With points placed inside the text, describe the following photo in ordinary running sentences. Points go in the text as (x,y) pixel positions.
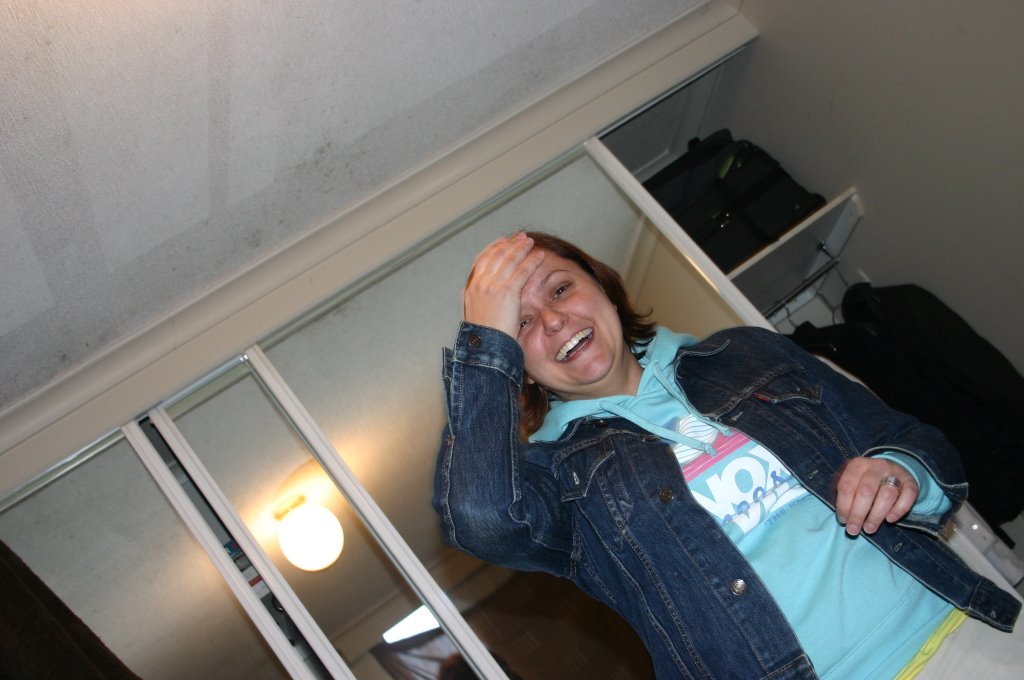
In this image, we can see a person (638,380). We can see the shelf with some object (762,234). We can also see some clothes (883,340). We can see the wall (805,309) and some glass (233,383) with the reflection (123,620) of the roof (294,586), a light (313,536) and some cloth (544,589).
